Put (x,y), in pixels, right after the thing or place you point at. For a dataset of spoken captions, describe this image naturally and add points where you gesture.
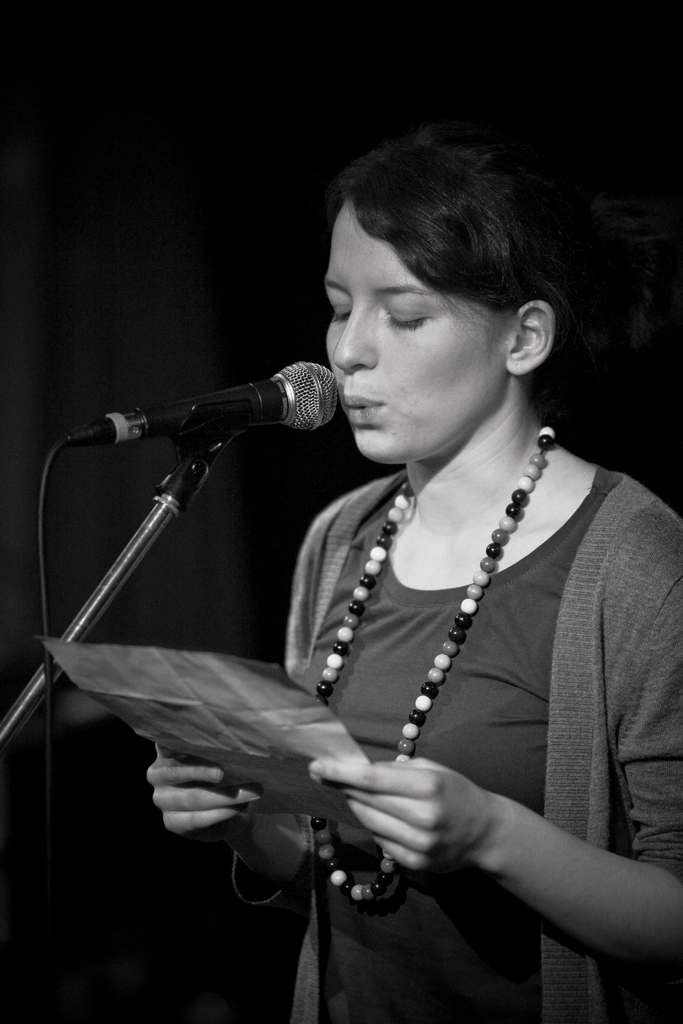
This picture is black and white where we can see a woman (526,381) wearing dress (589,666), chain (327,677) is holding a paper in her hands (366,792) and there is a mic (325,371) to the stand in front of the person (425,506). The background of the image (13,480) is dark.
